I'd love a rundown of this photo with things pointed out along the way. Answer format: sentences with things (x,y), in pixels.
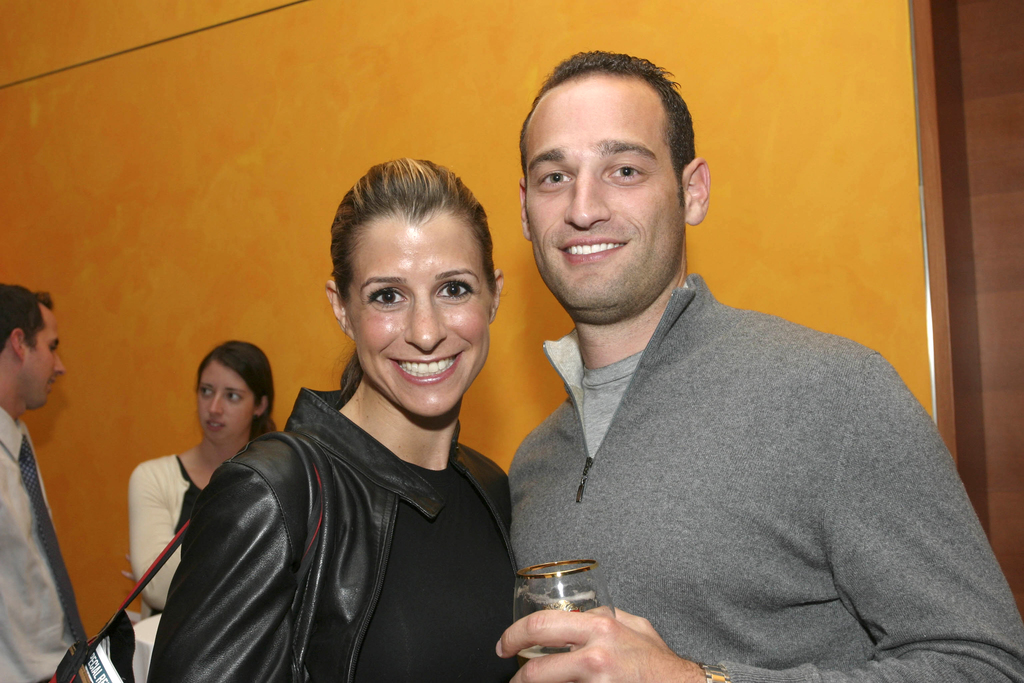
In the image we can see a man (681,400) and a woman (454,447), wearing clothes (509,499), the man (616,573) is holding a wine glass (558,600) in his hand (551,616) and he is wearing a wrist watch (716,673), the woman (376,561) is handbag (126,680) with her. Behind them there are two people (149,474) standing, this is a wall (721,222).
